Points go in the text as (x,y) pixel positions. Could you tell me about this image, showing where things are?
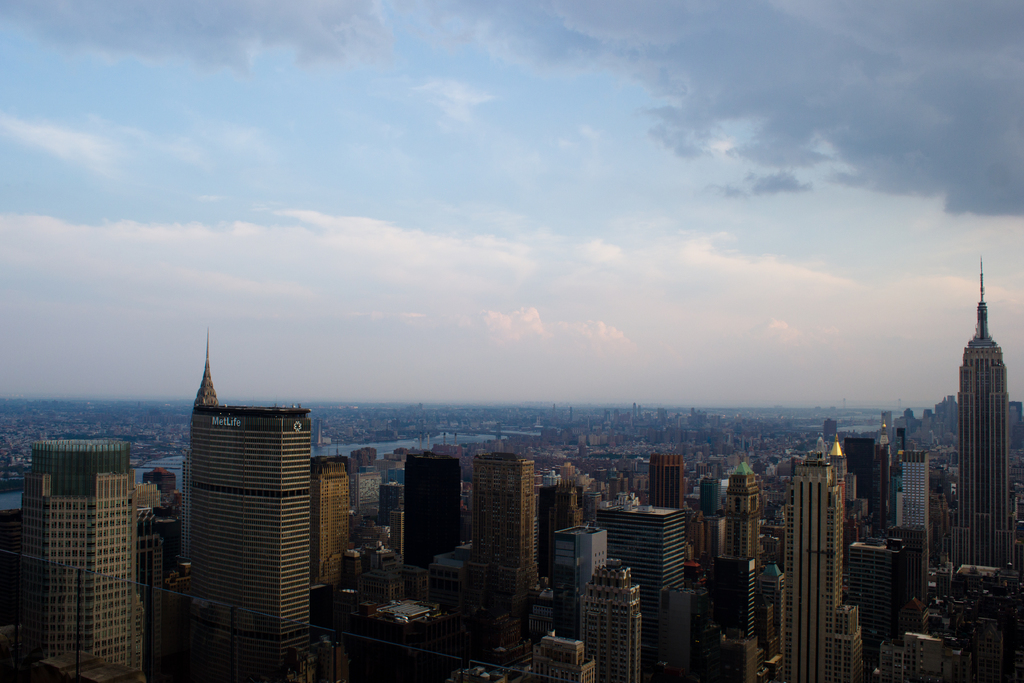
This image is taken outdoors. At the top of the image (226,156) there is a sky (667,226) with clouds (865,102). At the bottom of the image (225,501) there are many skyscrapers (301,487), buildings (599,544) and houses (93,420) with walls (207,554), windows (202,527), doors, roofs (424,603), railings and balconies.
